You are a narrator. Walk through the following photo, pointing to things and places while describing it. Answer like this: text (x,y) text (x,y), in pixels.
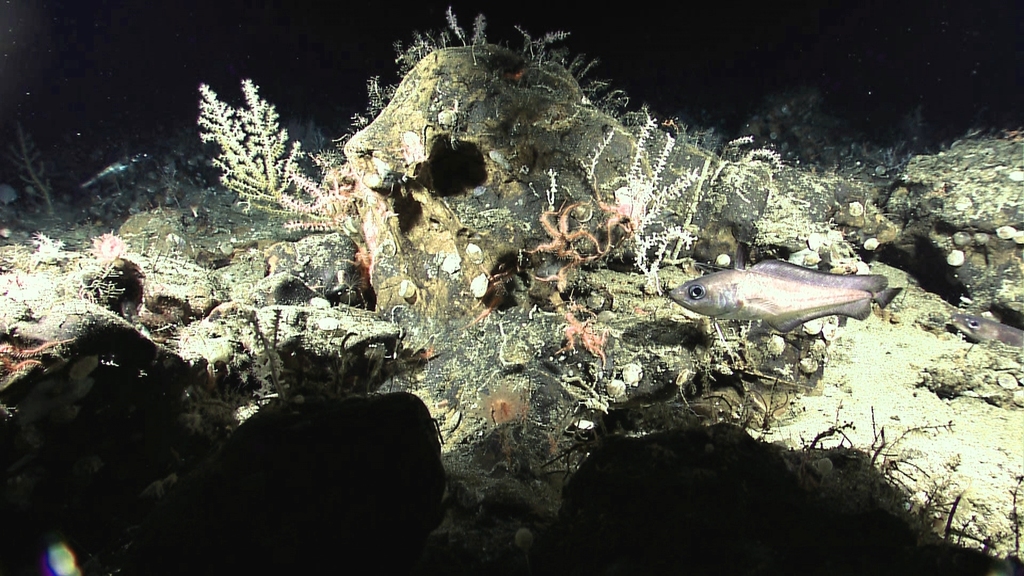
In this image we can see fishes (1009,329) in the water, we can see the marine plants (253,138). The background of the image (857,68) is dark.
